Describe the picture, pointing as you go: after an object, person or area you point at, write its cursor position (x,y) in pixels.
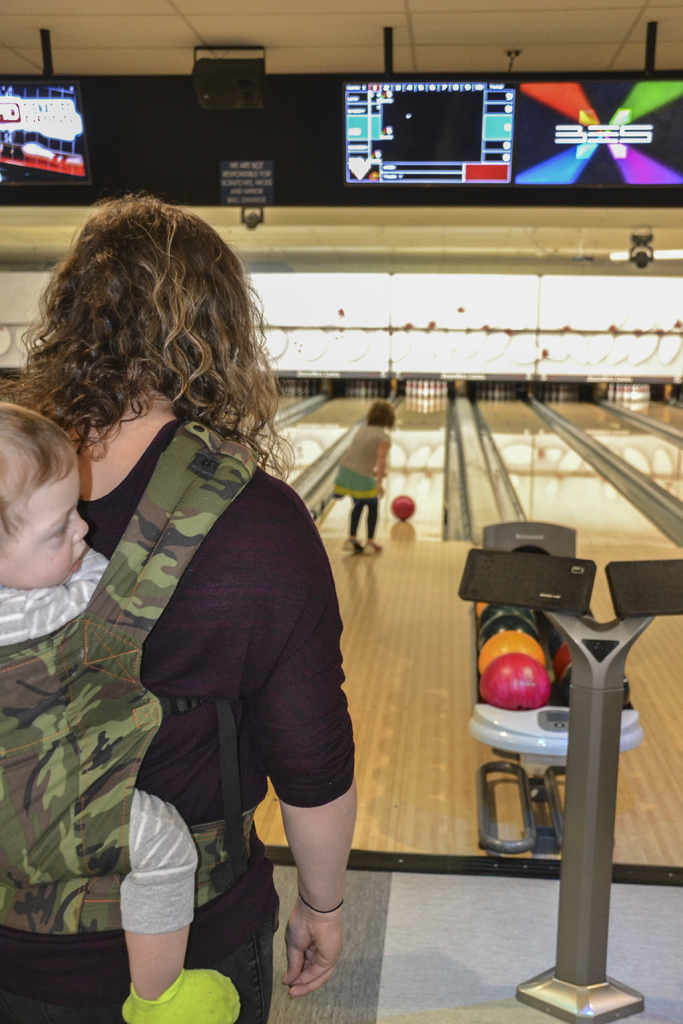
This image consists of balls (497,636). This is a game. There is a screen (482,136) at the top (395,178). There is a woman (101,322) on the left side (149,788). She is carrying a baby (142,804).
